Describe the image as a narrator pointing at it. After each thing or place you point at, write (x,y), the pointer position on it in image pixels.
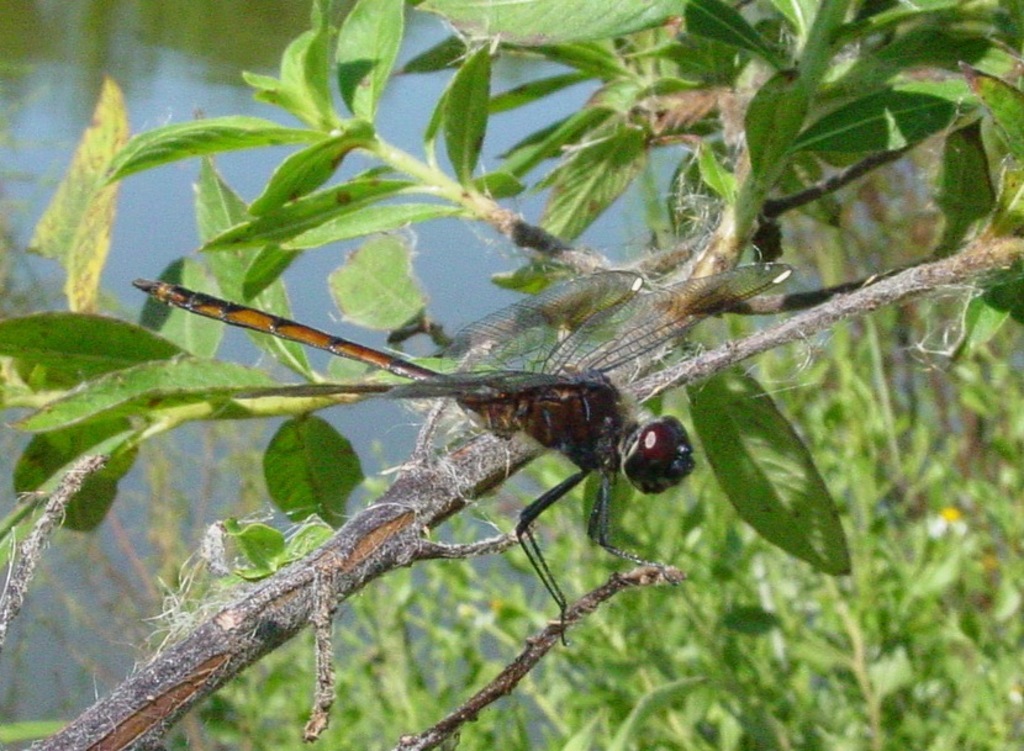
In this picture, we can see a dragonfly (683,451), and we can see some plants (574,507), water (170,173) in the background (471,283).
